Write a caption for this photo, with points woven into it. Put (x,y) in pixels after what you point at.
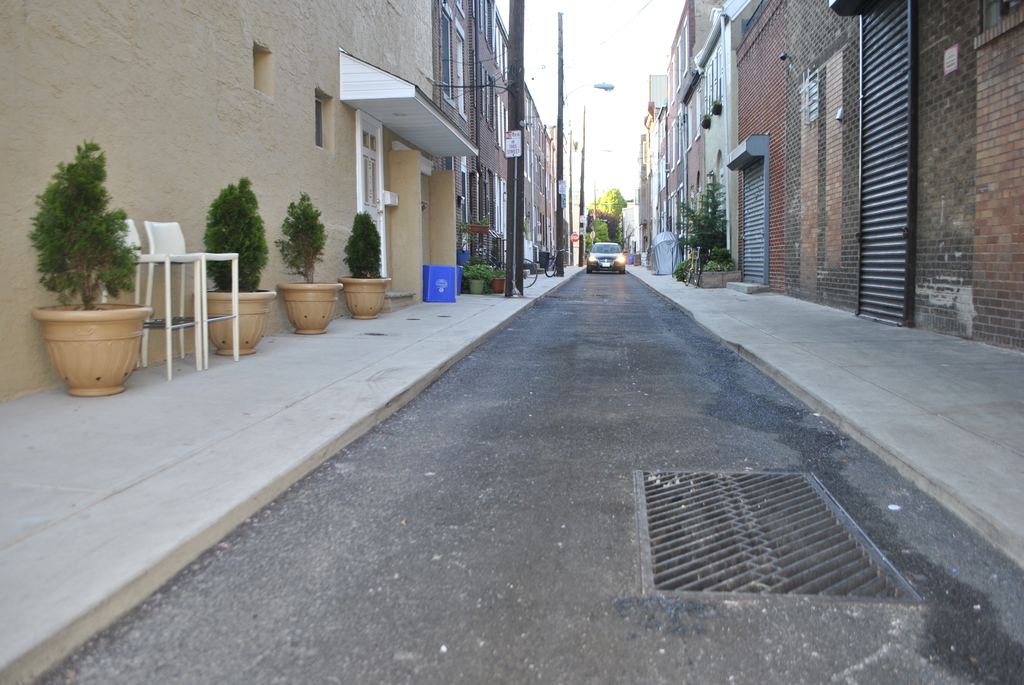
In this image I can see road (636,330) and on it I can see a vehicle (611,261). I can also see number of buildings (443,184), poles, few chairs (236,299) and number of plants (369,271) in pots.
